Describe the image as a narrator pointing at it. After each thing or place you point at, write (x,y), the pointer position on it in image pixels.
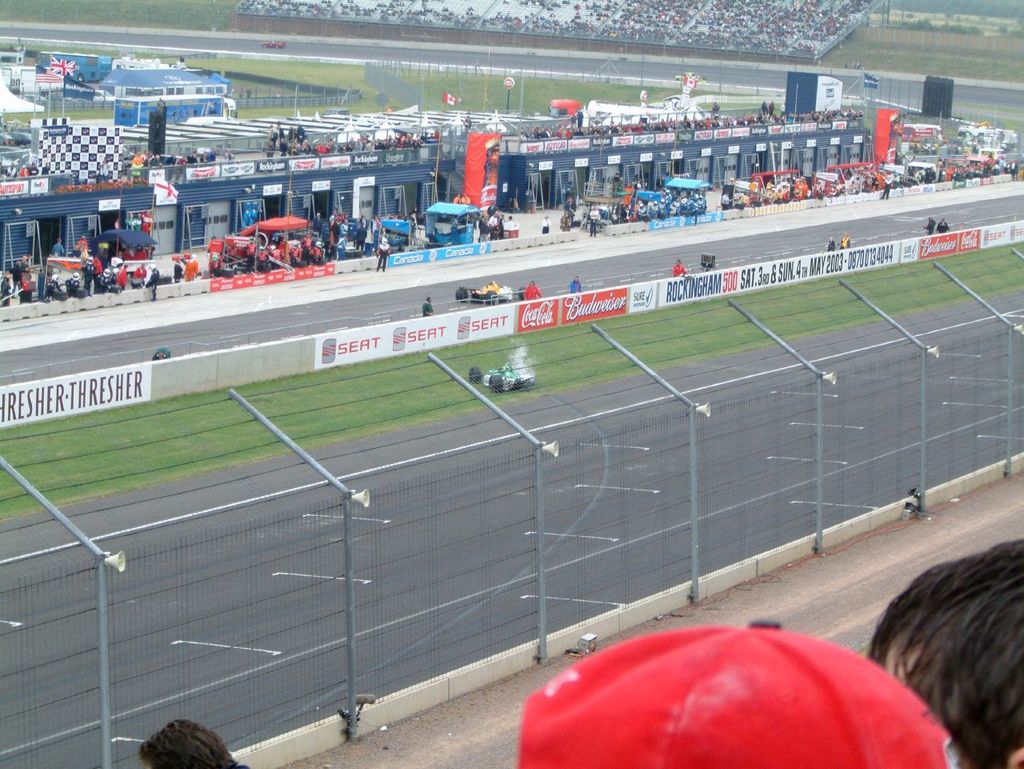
In this image there are persons (632,205) and there are banners (443,329) with some text (551,310) written on it and there is grass (301,401) on the ground (378,390) and on the road (527,272) there are cars (494,290).
